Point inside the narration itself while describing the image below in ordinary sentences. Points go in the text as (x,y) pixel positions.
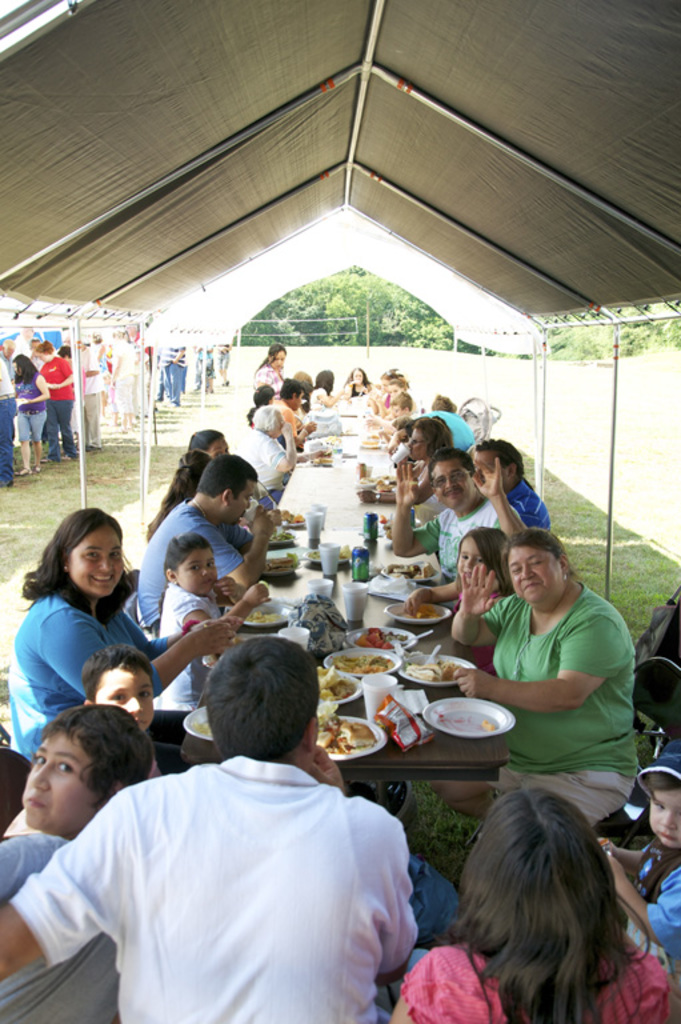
Here we can see some persons (369,912) are sitting on the chairs (666,679). This is table (446,770). On the table (449,757) there are plates (421,603), bottles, and glasses (384,680). This is grass (617,545). On the background (443,336) we can see some trees (443,336) and this is shed (348,191).
